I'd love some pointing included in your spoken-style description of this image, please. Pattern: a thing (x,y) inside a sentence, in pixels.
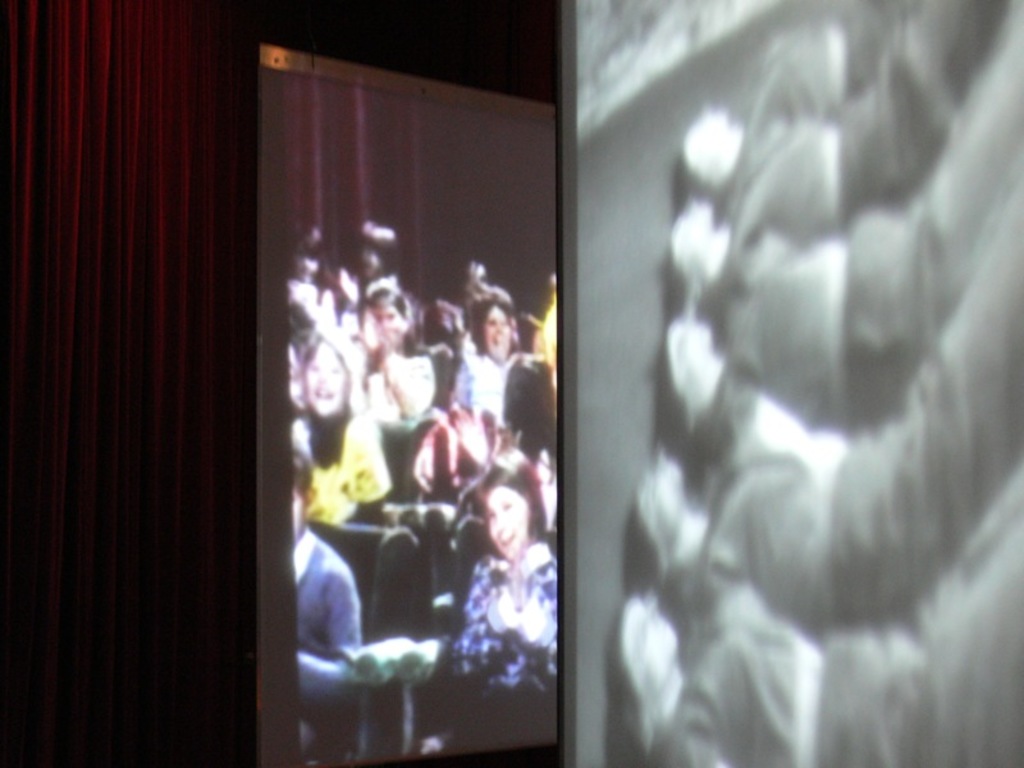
In this picture there are group of people (367,260) sitting on the chairs (399,711). At the back (394,219) there is a curtain (138,597). On the right side of the image (689,132) it looks like a screen (699,222) and the image is blurry.
